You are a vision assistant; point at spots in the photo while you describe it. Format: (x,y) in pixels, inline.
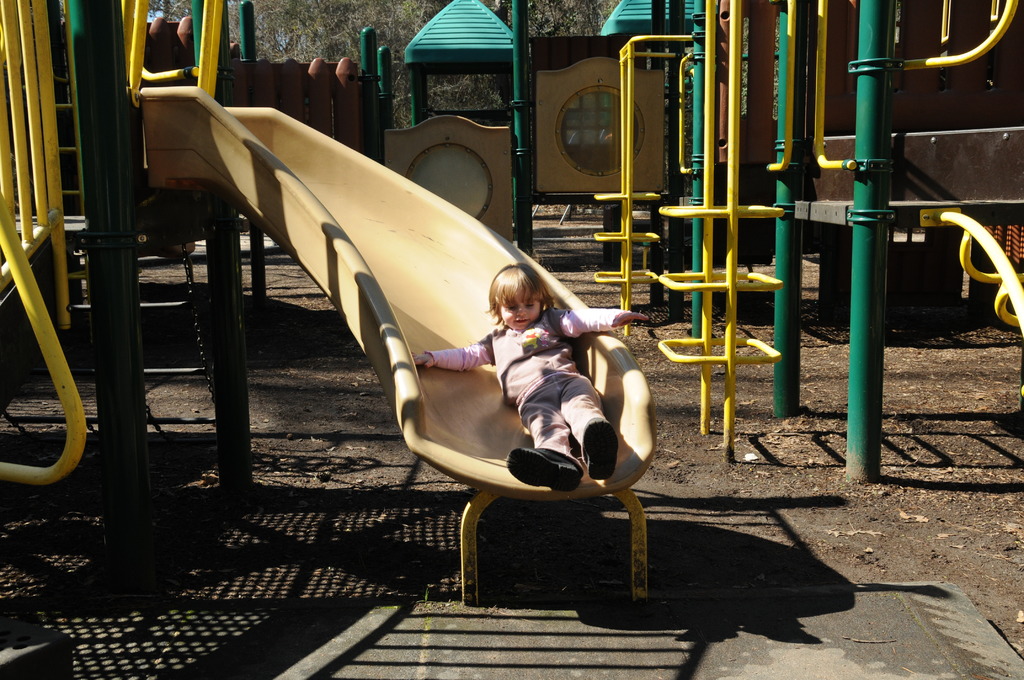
This image is taken in the playground (293,346). In the playground (366,165), we can see there is a slide (271,133), in the slider (381,238) there is a little girl (548,339).
